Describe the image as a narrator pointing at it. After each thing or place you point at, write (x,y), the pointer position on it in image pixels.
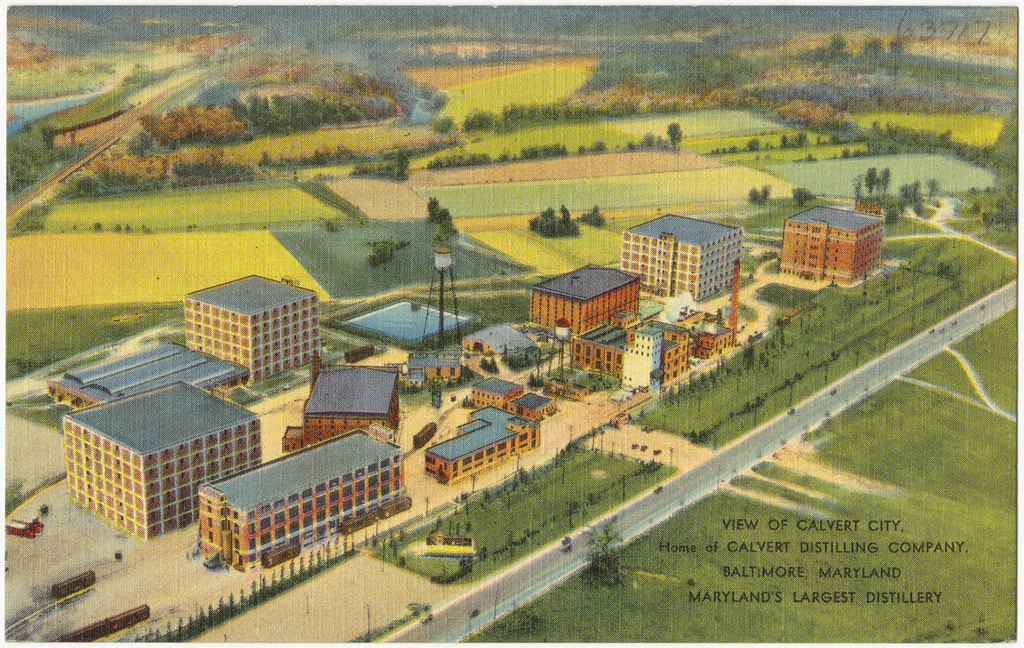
This image is a painting. In the center of the image (674,265) there are buildings (812,265). There is a road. There are trees (547,226). There is grass (550,142).
